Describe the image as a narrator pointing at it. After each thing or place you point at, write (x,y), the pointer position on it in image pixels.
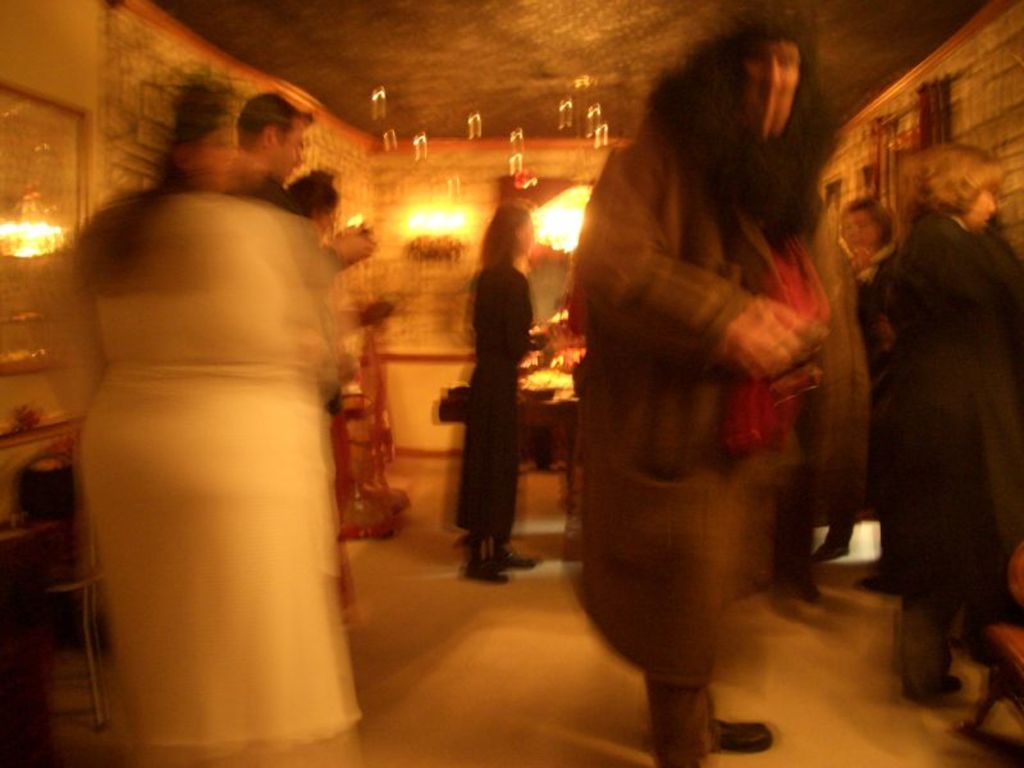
In this image, I can see few people (516,290) standing on the floor (434,673). In the background (453,219) there are lights (453,212), a table (557,421) and few other objects (553,382). On the left side of the image (93,596), I can see a chair (80,585) and a photo frame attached to the wall (86,95).
